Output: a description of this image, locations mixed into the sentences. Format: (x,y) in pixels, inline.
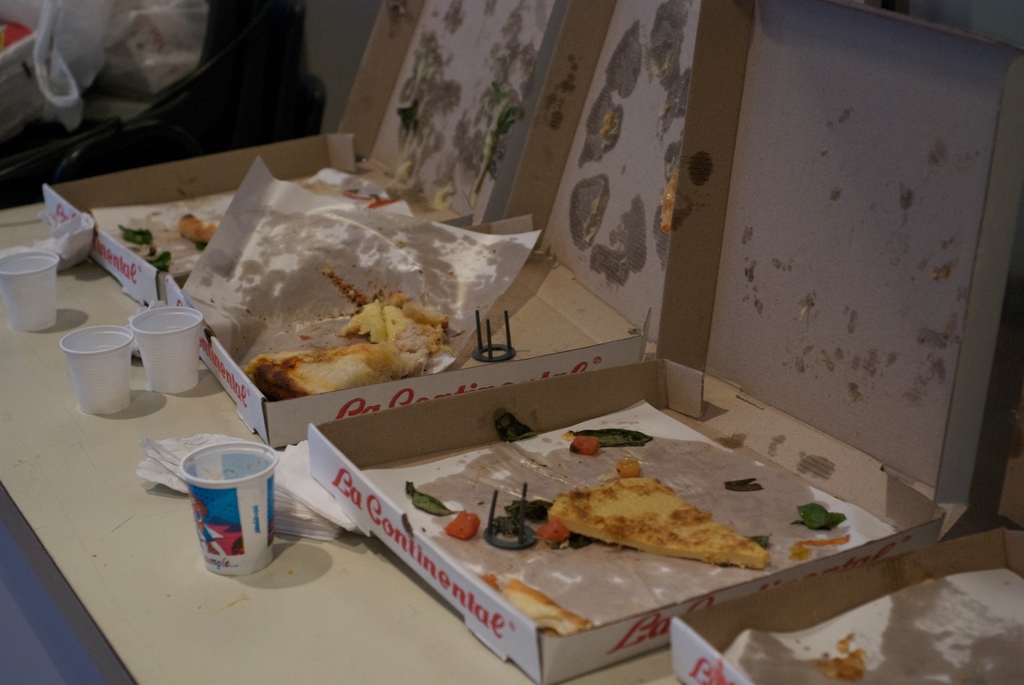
In this image we can see boxes (424,366) on the table (136,534). In the boxes (320,162), we can see the food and papers (277,187). On the left side of the image (15,289), we can see tissues (172,478) and glasses (108,359). There is an object (181,58) in the left top of the image (180,90).
